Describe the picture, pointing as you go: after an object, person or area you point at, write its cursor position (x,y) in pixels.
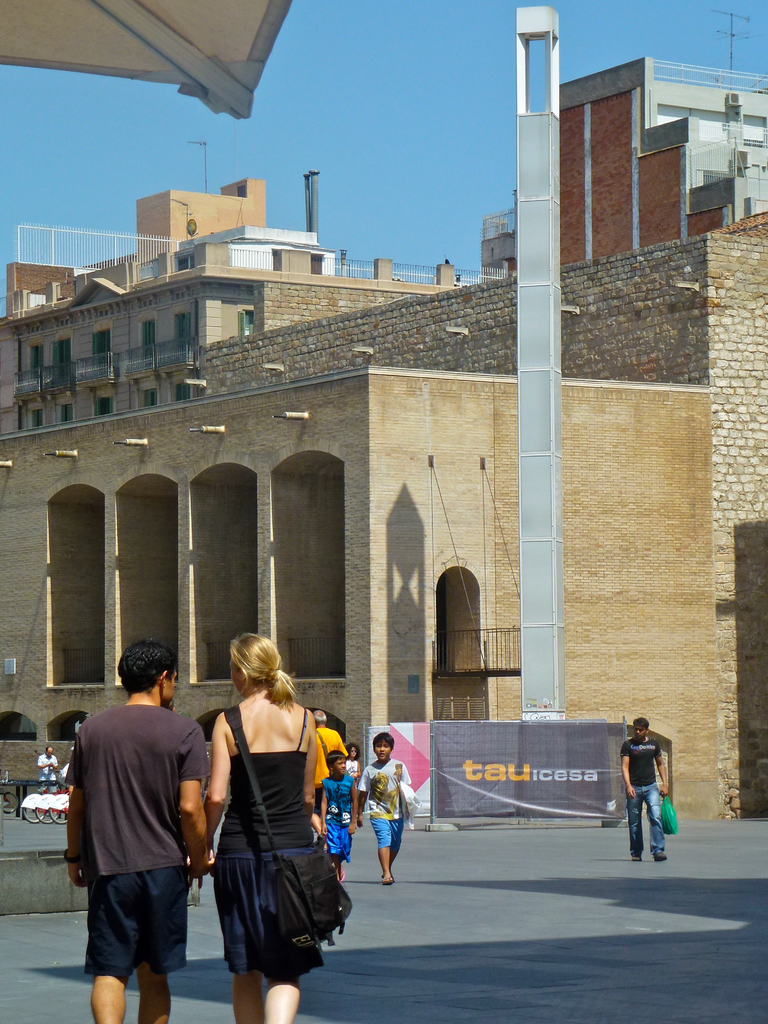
In the center of the image (285,347) there are buildings (473,286). At the bottom (235,864) there are people (235,864) walking. We can see board (582,778). There is a pole (553,522). At the top (282,114) there is sky (234,126).
